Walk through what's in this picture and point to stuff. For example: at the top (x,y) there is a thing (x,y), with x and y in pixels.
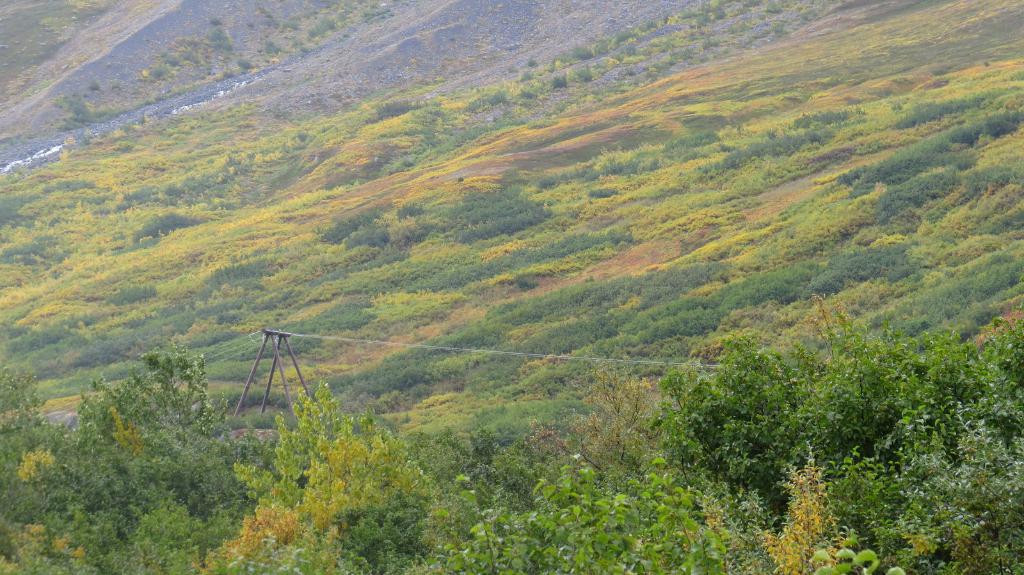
In this picture there are trees (571,520) and the ground (264,231) is greenery (391,158) in the background (499,162).
